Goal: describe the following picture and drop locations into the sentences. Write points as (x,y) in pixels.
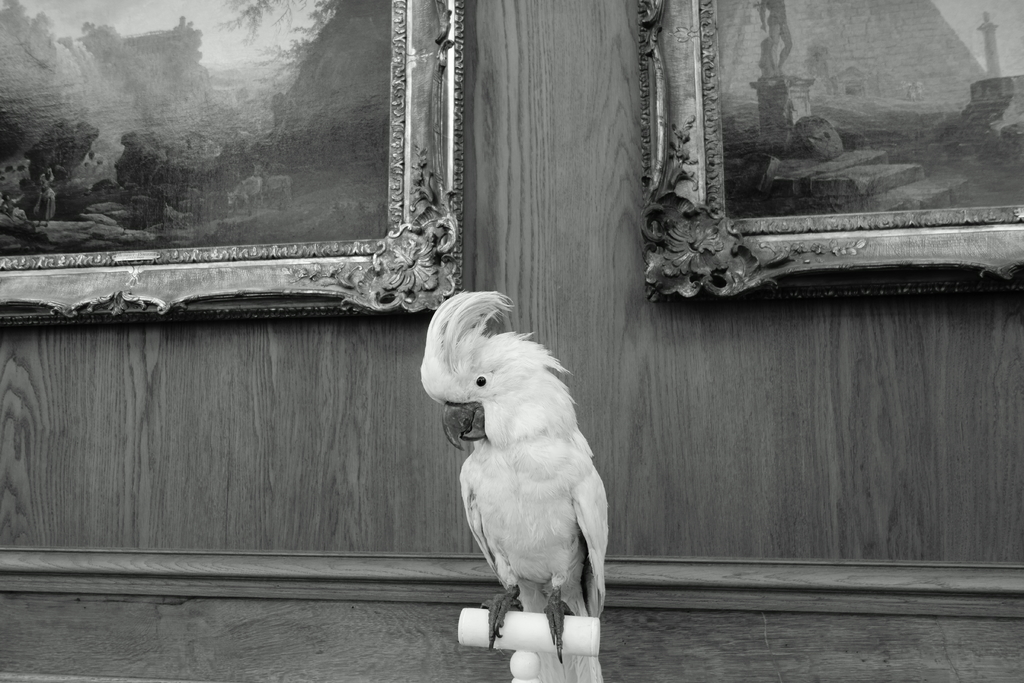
At the bottom of the picture (531,480), we see a white color parrot (539,442) is on the white color rod (554,649). Behind that, we see a wooden wall (297,450) on which two photo frames (415,174) are placed. This is a black and white picture.
